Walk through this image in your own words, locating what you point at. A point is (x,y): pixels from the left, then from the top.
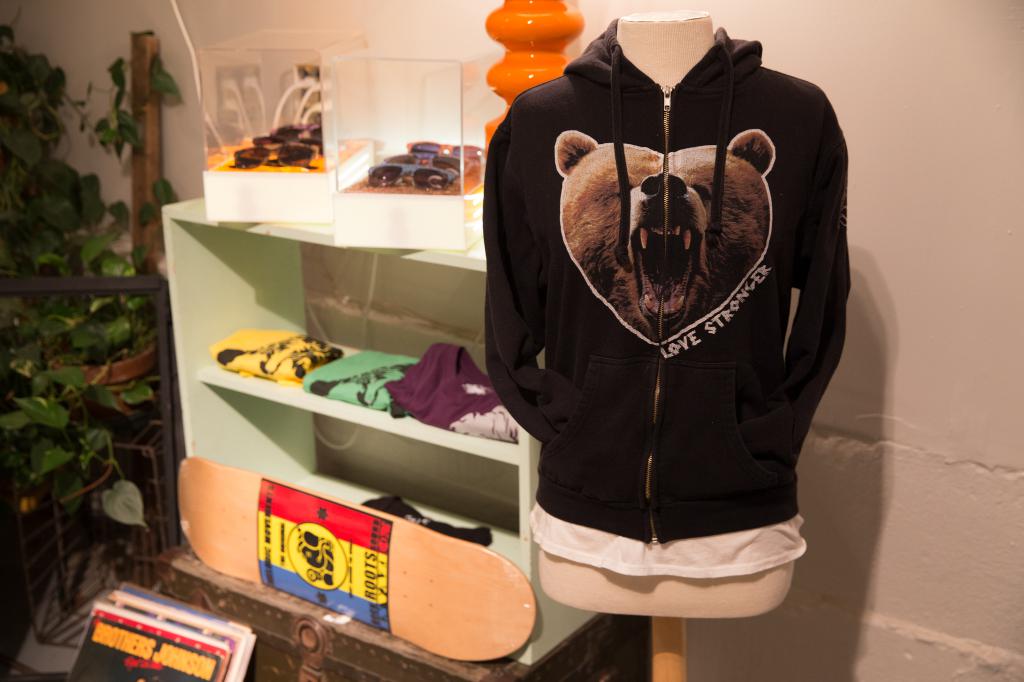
In this image in the front (653,417) there is a cloth (609,328) which is black in colour. In the background (392,371) there are clothes (286,353) in the shelves (267,306). On the top of the shelf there are objects (309,176) which are white in colour and orange in colour. On the left side (79,251) there are plants (36,258) and there is a wall (945,173) which is white in colour. In the front (189,663) on the left side (200,653) there are objects (122,637) with some text (152,642) written on it.
